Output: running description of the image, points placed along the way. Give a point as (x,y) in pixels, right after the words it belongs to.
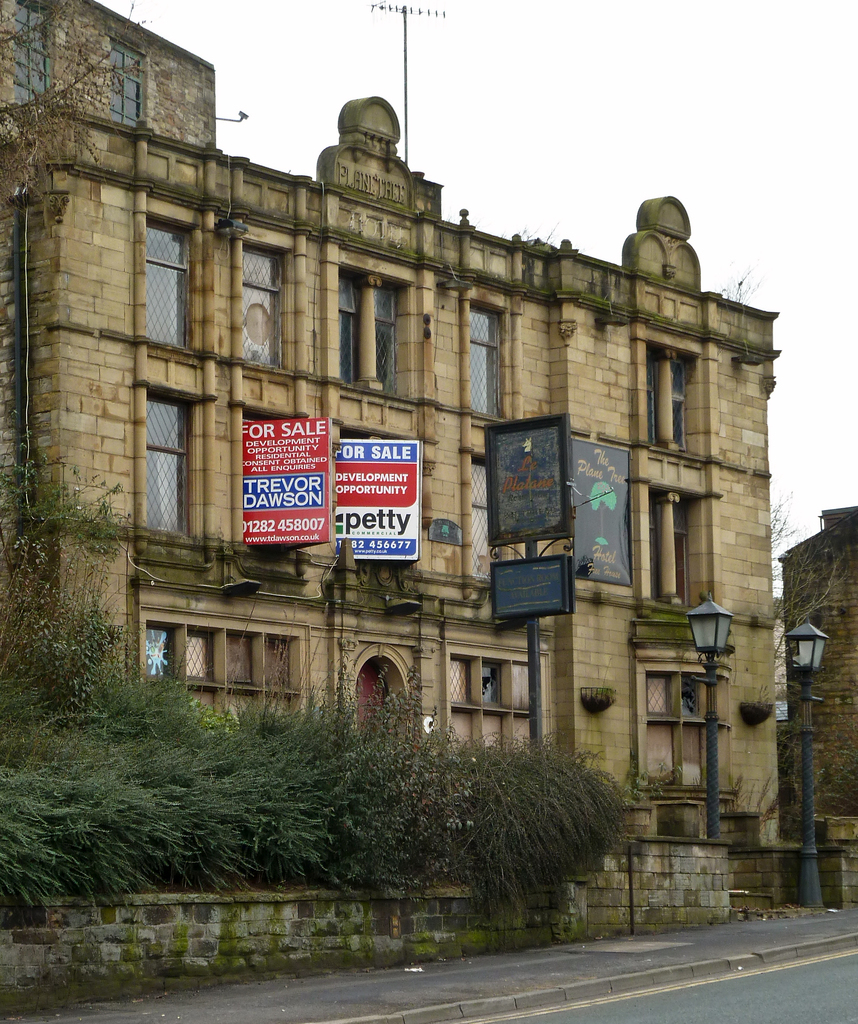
We can see road (796,1016), plants (18,545), wall (644,881) and boards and lights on poles (710,686). We can see building (219,340), windows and sky (430,86).
